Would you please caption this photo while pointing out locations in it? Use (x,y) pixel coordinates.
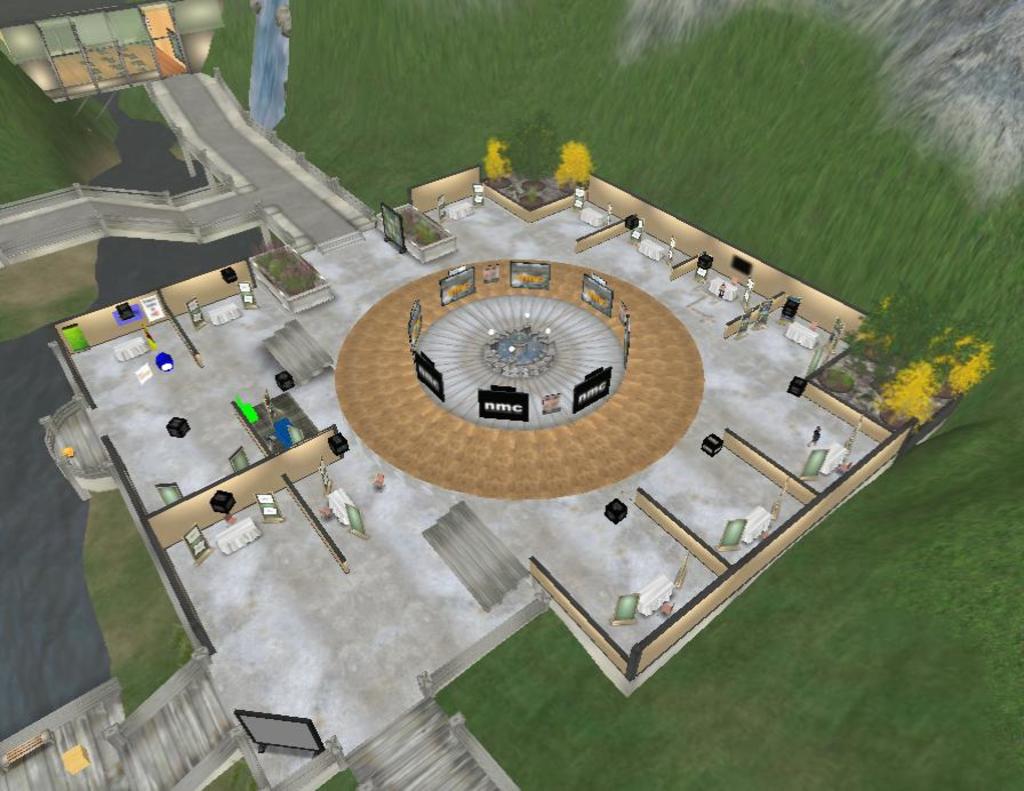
It is a graphical image. In the center of the image (563,265) we can see the grass (800,204), hill (770,79), building (255,384) and a few other objects (496,418).
